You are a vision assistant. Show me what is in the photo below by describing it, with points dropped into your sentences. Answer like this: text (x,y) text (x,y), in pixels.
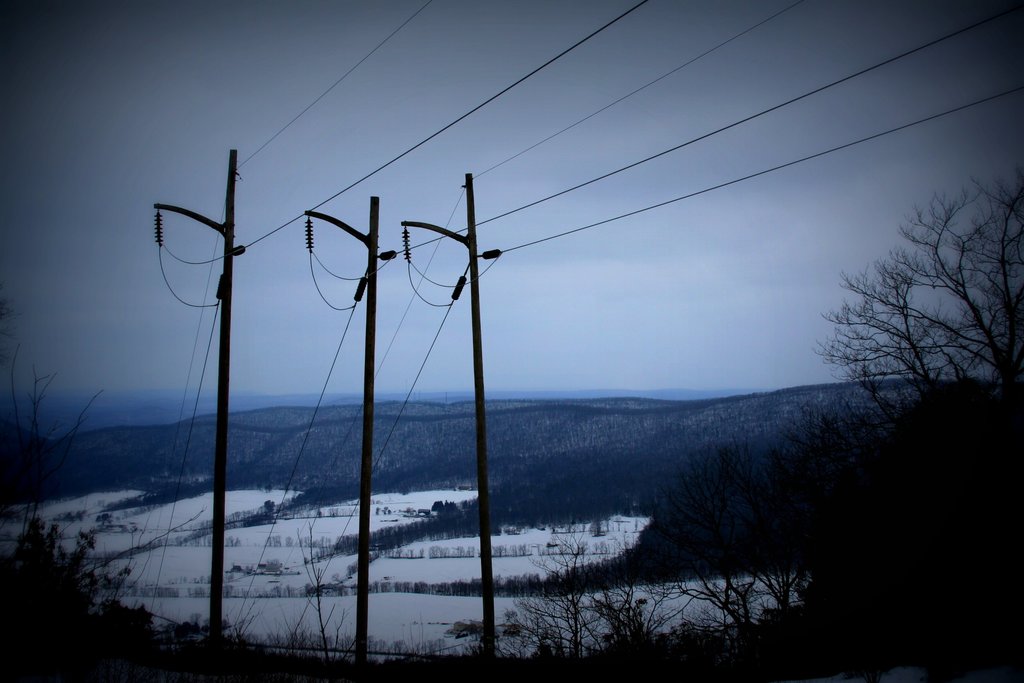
In the foreground of the picture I can see the electric poles (358,291) and electric wires (728,40). There are deciduous trees (781,471) on the right side of the picture (913,389). In the background (440,458), I can see the snow (566,536) and hills (329,453). There are clouds (328,10) in the sky (796,379).
